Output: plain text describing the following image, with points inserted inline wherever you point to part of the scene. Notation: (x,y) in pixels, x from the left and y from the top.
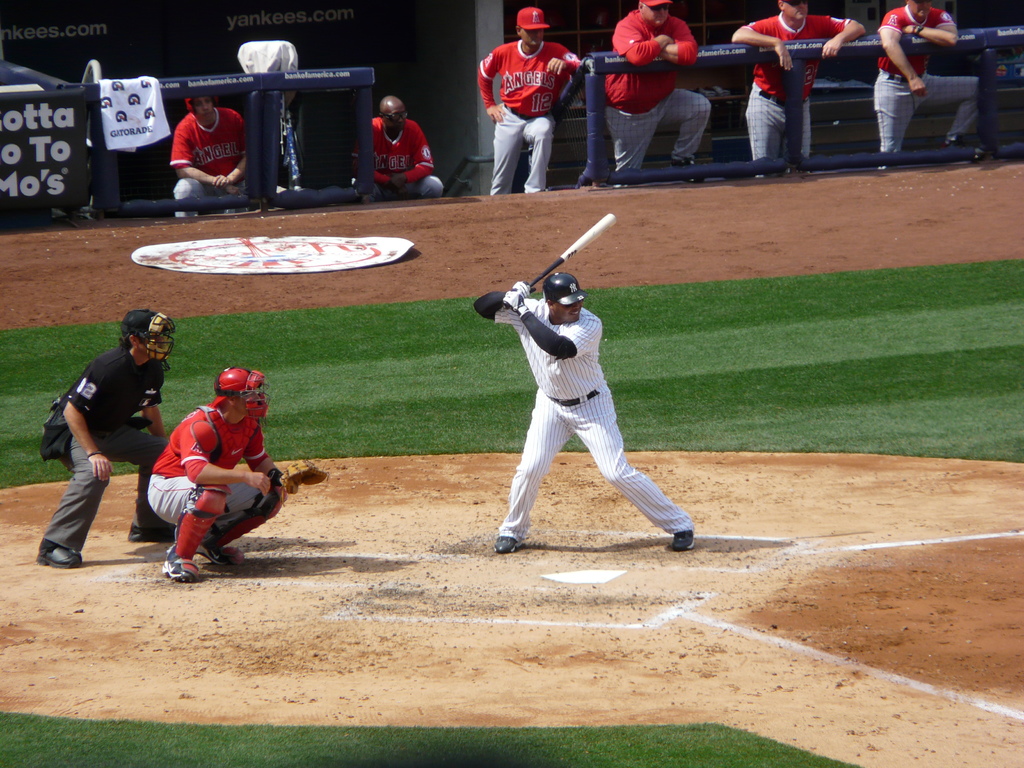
In this picture I can observe three members (187,430) in the baseball ground (406,470). They are playing baseball. All of them are wearing helmets (569,278) on their heads (144,350). In the background (379,126) there are some people (407,118) wearing red color T shirts (540,69). They are standing behind the railing (295,73).
